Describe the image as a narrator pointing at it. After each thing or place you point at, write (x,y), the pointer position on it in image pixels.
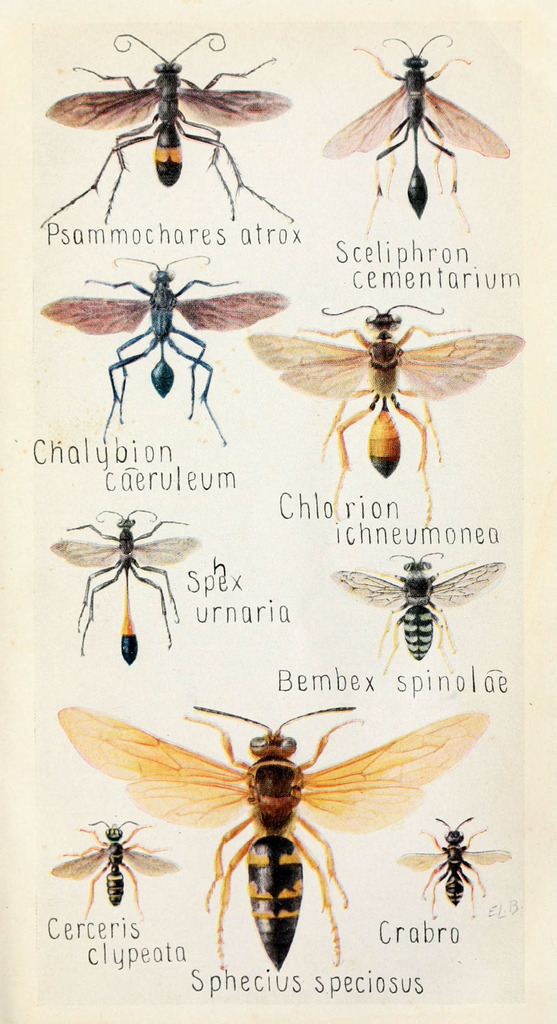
This looks like a poster (44,591). I can see the pictures (176,138) of different types of insects (167,367) with their names (145,465) on the poster (497,921).
